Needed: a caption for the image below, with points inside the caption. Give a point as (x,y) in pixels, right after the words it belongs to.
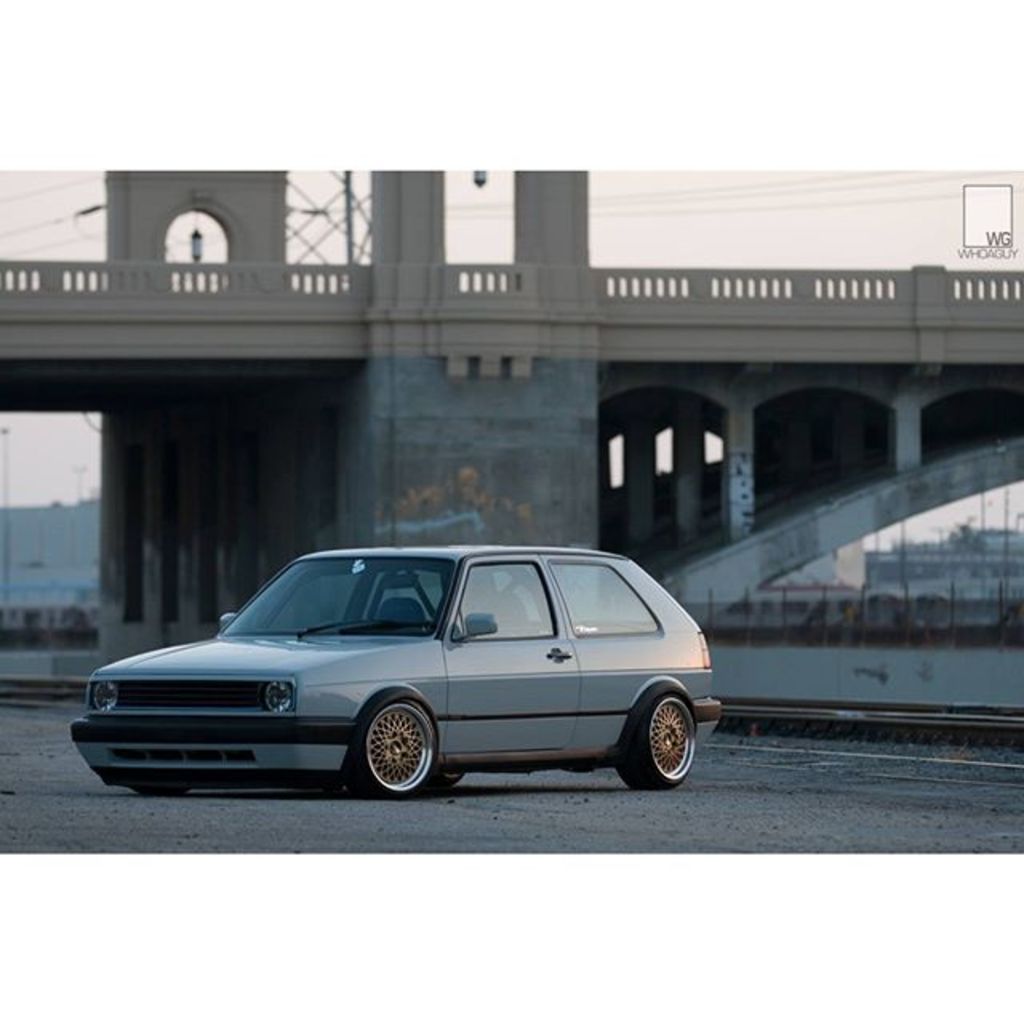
In this picture we can see a car (398,622) in the front (436,600), in the background (541,466) there is a bridge (586,368), we can see the sky (598,251) at the top of the picture (632,234), there is some text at the right top of the picture (980,215).
